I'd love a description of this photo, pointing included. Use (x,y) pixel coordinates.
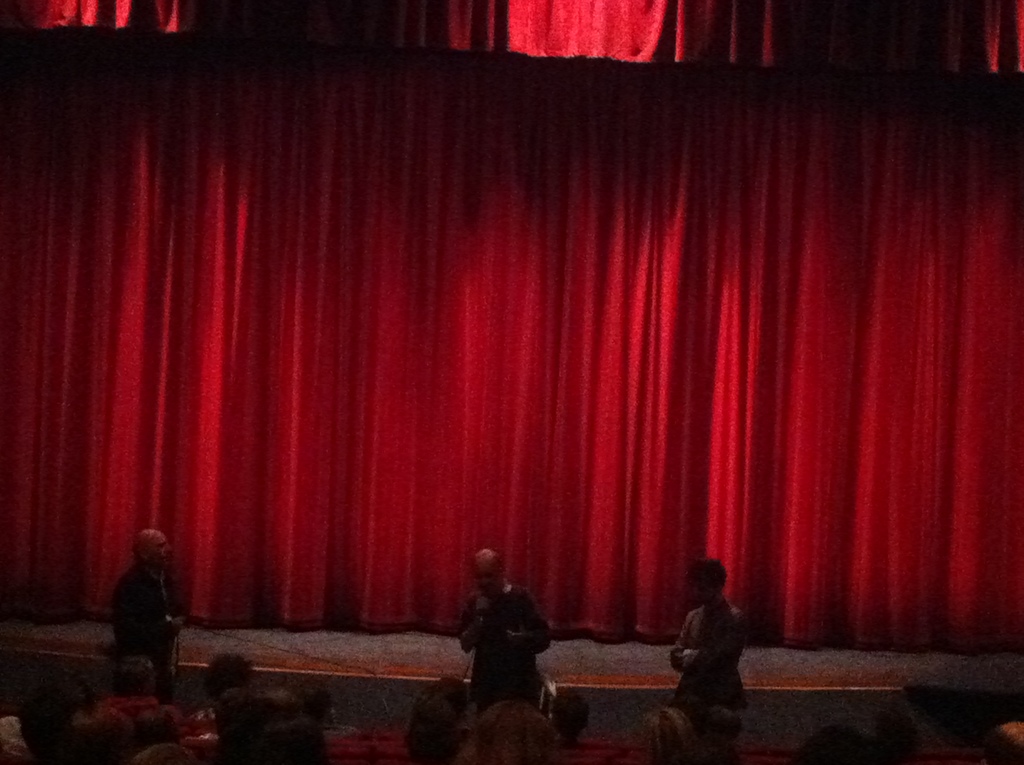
In this picture we can see the heads (482,749) of a few people (507,732) at the bottom of the picture (262,760). We can see a person (485,595) holding a microphone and standing. There are two people (138,637) standing. We can see a curtain (382,191) in the background (867,230).
